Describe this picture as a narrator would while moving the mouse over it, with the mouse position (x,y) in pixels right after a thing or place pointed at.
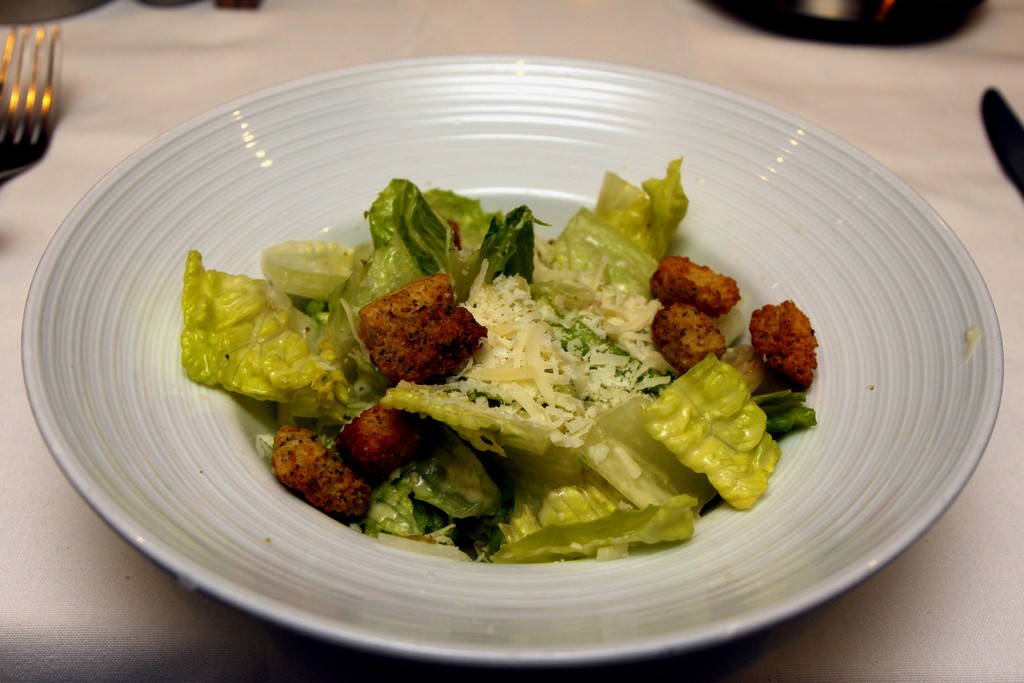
In the foreground (827,406) we can see a plate (852,342) containing food (497,491) placed on the surface (254,22). In the background (1010,147), we can see a fork (46,113), a knife (1010,147) and a bowl (789,24).
